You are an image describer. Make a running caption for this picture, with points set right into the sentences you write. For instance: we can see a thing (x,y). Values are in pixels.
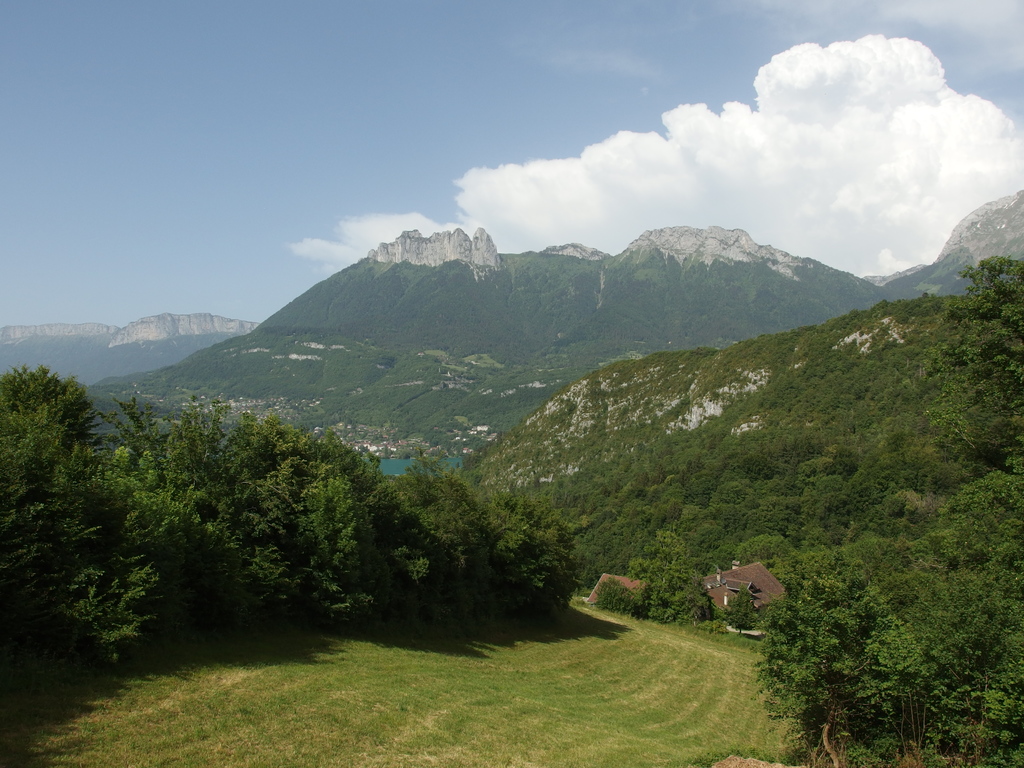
There is a grassy land (459,703) at the bottom of this image (536,714) and there are some trees (129,572) in the background (776,575). There are some mountains (474,383) in the middle of this image (644,333), and the sky (391,154) is at the top of this image (395,168).
